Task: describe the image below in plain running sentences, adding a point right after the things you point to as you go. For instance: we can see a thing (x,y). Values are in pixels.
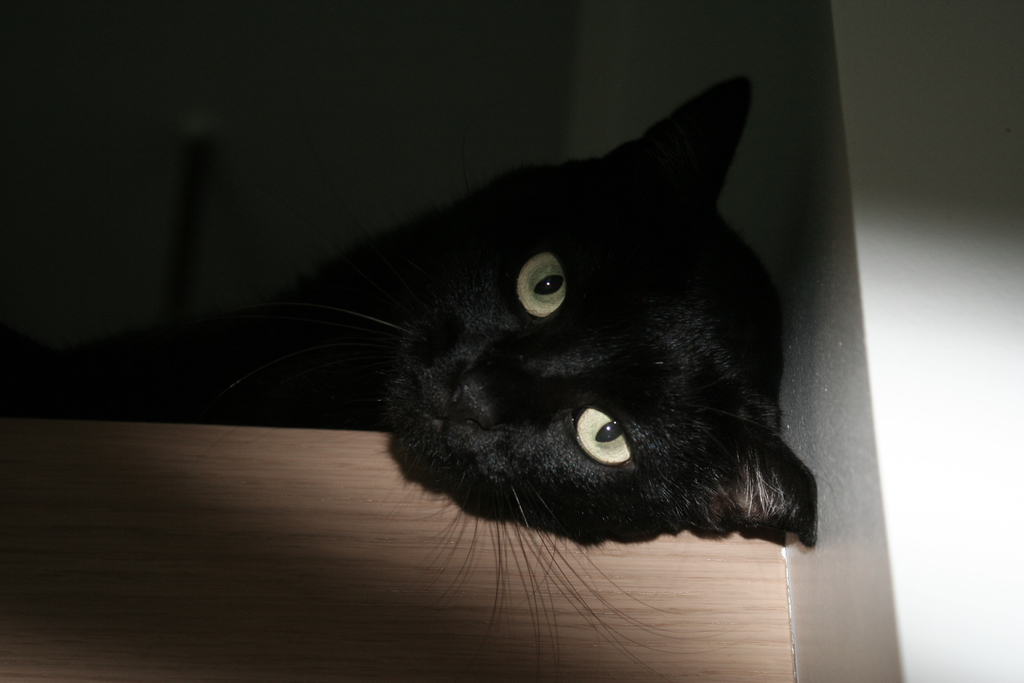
In this image we can see a black cat (731,441) is lying on the wooden surface (528,597). The background of the image (478,41) is dark and here we can see the wall (906,581).
